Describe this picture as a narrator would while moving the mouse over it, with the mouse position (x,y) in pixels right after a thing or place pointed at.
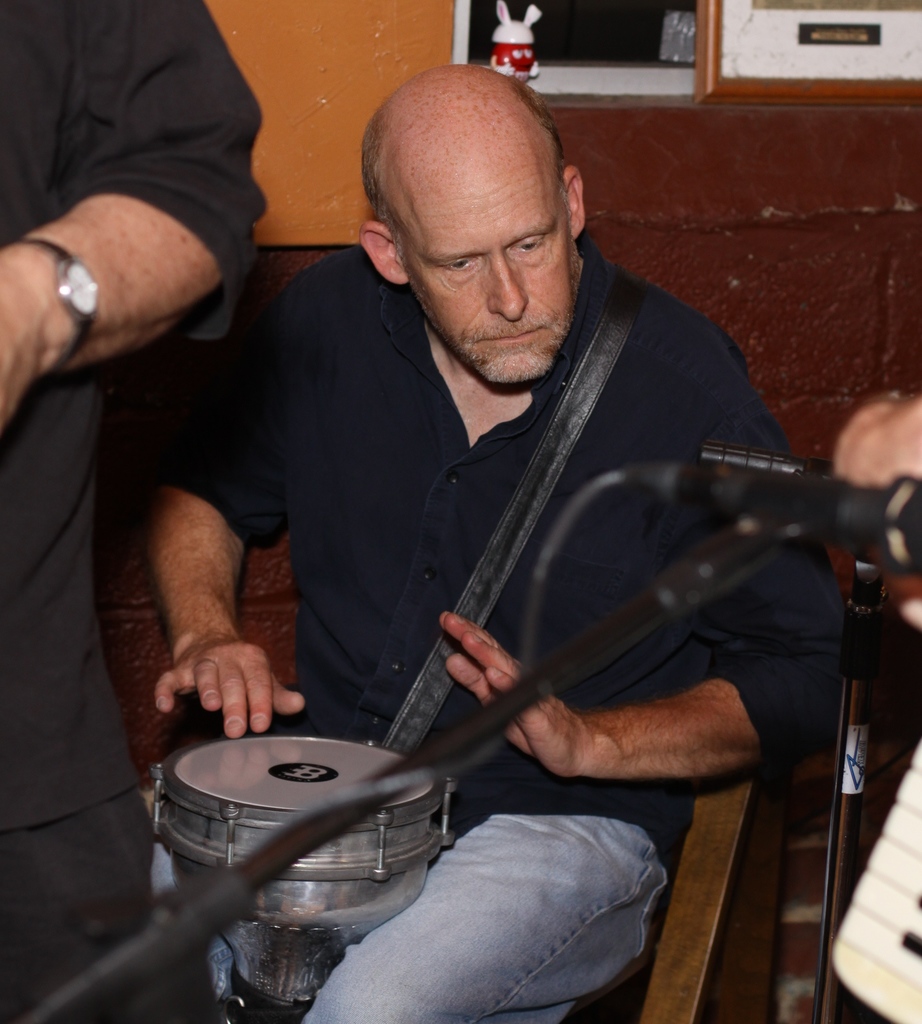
In the image we can see a man (601,696) sitting, wearing clothes (434,720) and it looks like he is playing musical instruments (365,749). On the left side of the image (33,411) we can see a person (30,440) standing, wearing clothes (17,443) and a wrist watch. Here we can see a microphone (740,516), wall (773,257) and the toy (508,36).
